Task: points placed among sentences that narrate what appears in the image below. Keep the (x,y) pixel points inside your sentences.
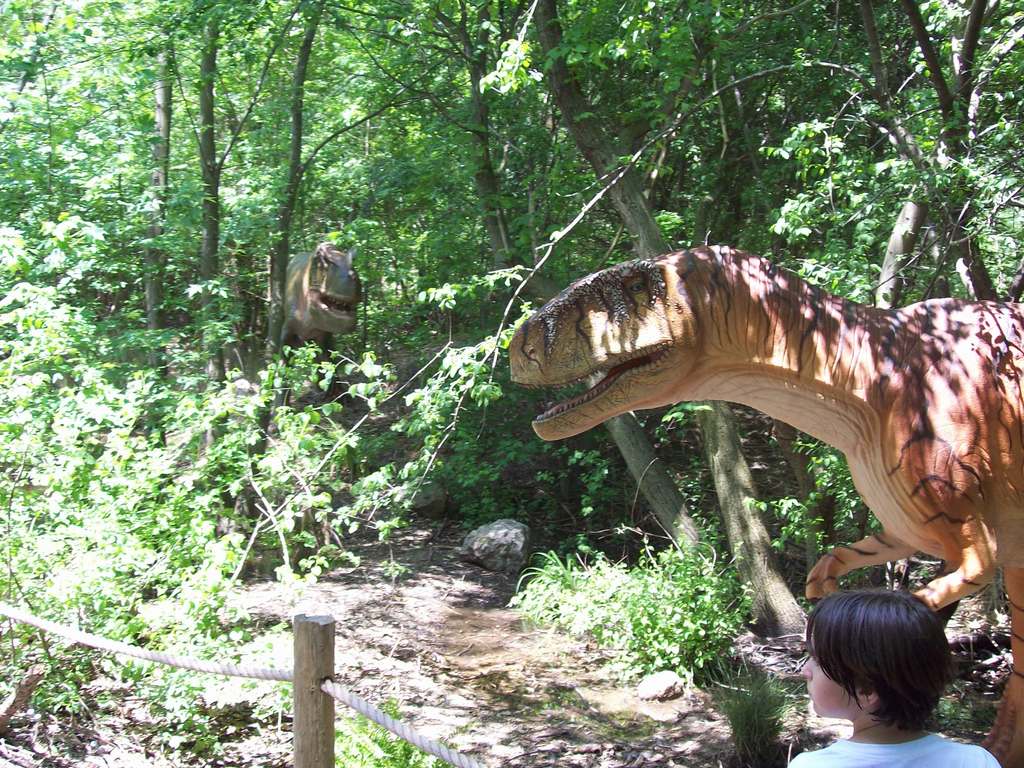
In the picture we can see a forest (33,324) with full of trees (452,12) and plants (366,756) and a path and some person (856,621) standing near the railing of a rope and besides we can see two dinosaur sculptures (656,351).
